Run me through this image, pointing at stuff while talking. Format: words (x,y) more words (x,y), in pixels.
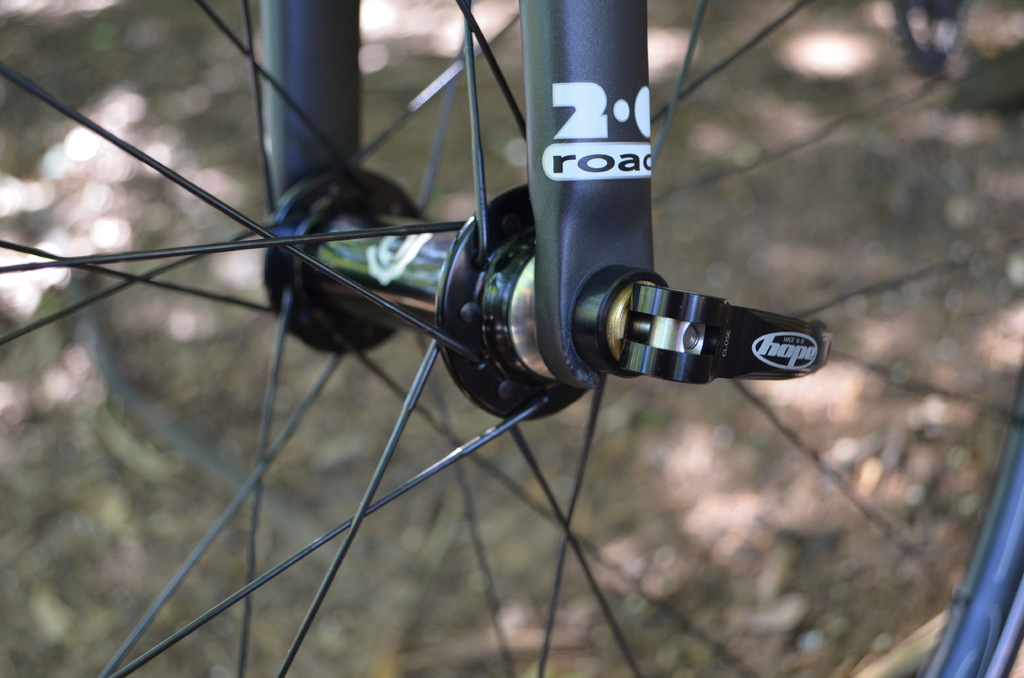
In the image in the center (440,236), we can see one wheel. And we can see something written on it.
